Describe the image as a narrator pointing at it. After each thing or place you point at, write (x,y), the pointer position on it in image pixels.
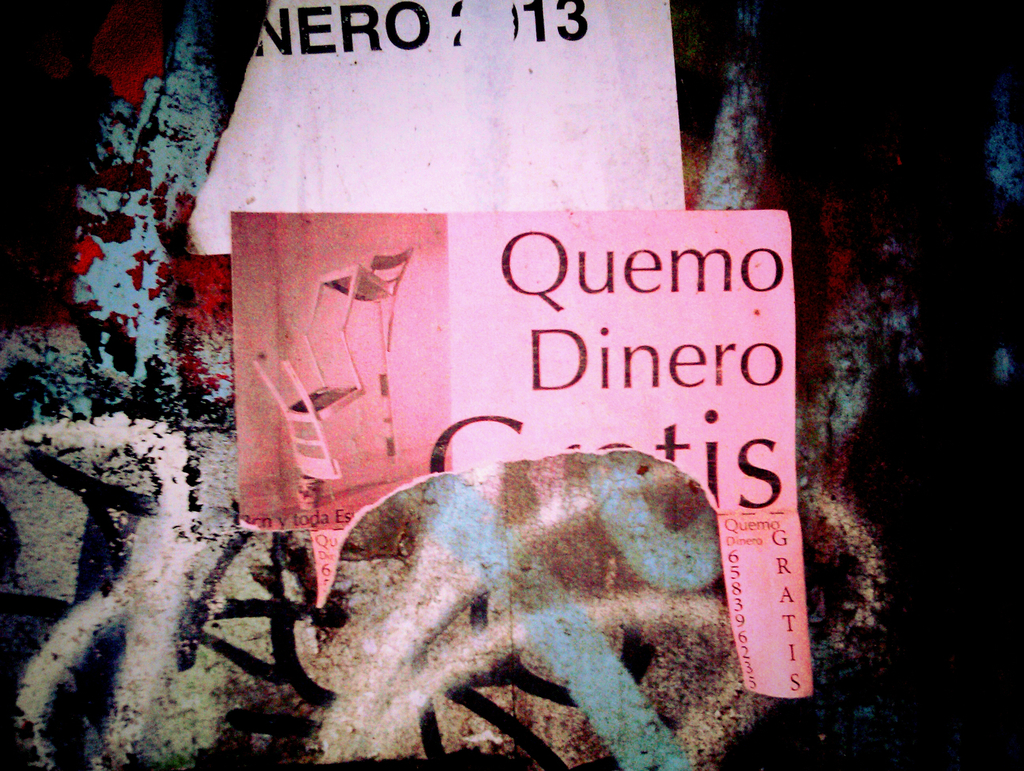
In the foreground of this image (415,494), there are two papers (519,335) on a wall (450,710).
